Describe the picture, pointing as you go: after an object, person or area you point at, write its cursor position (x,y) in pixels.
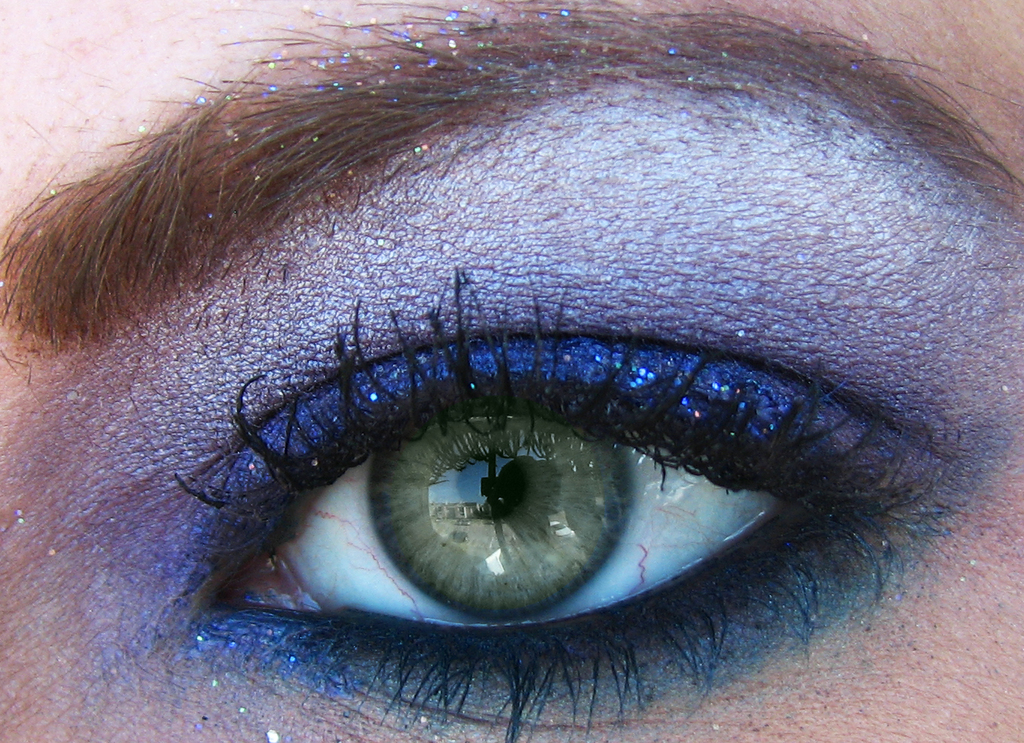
In the image there is an eye (707,620) of a person (233,449) with eyeshadow (513,336).
